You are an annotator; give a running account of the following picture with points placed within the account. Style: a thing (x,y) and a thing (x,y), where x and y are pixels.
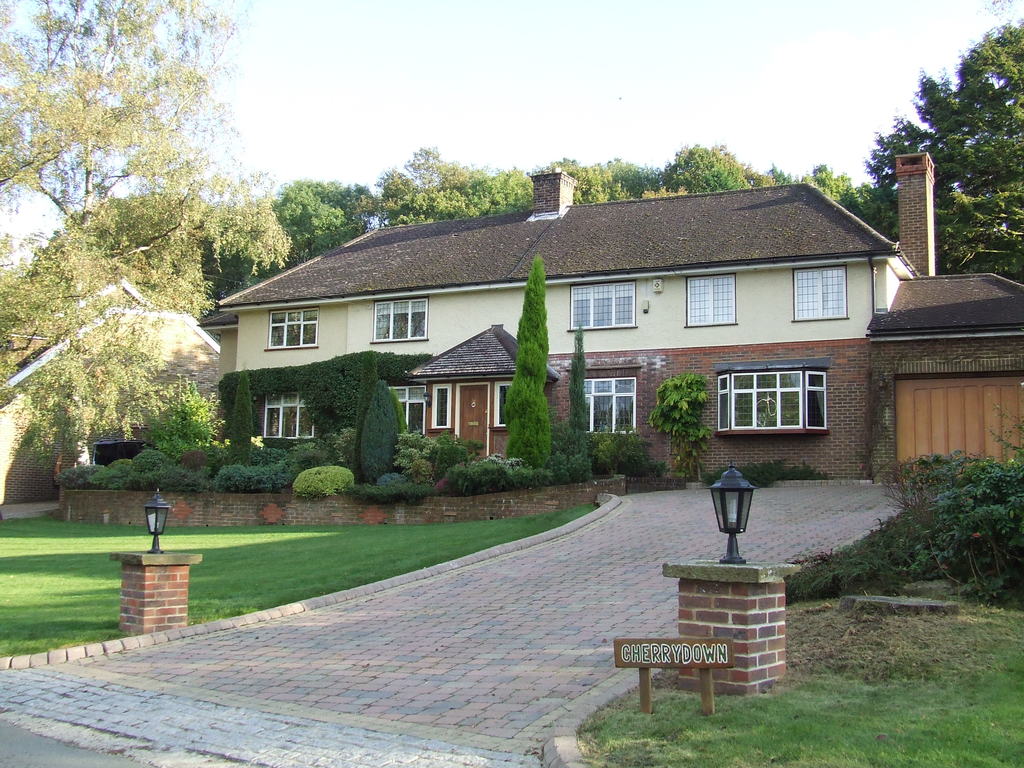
In this image we can see houses (457,334), trees (595,195), plants (962,484), grass (272,558), windows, door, pillars (741,691), lamps (748,514), path (668,549), and a board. In the background (862,88) there is sky (822,107).
